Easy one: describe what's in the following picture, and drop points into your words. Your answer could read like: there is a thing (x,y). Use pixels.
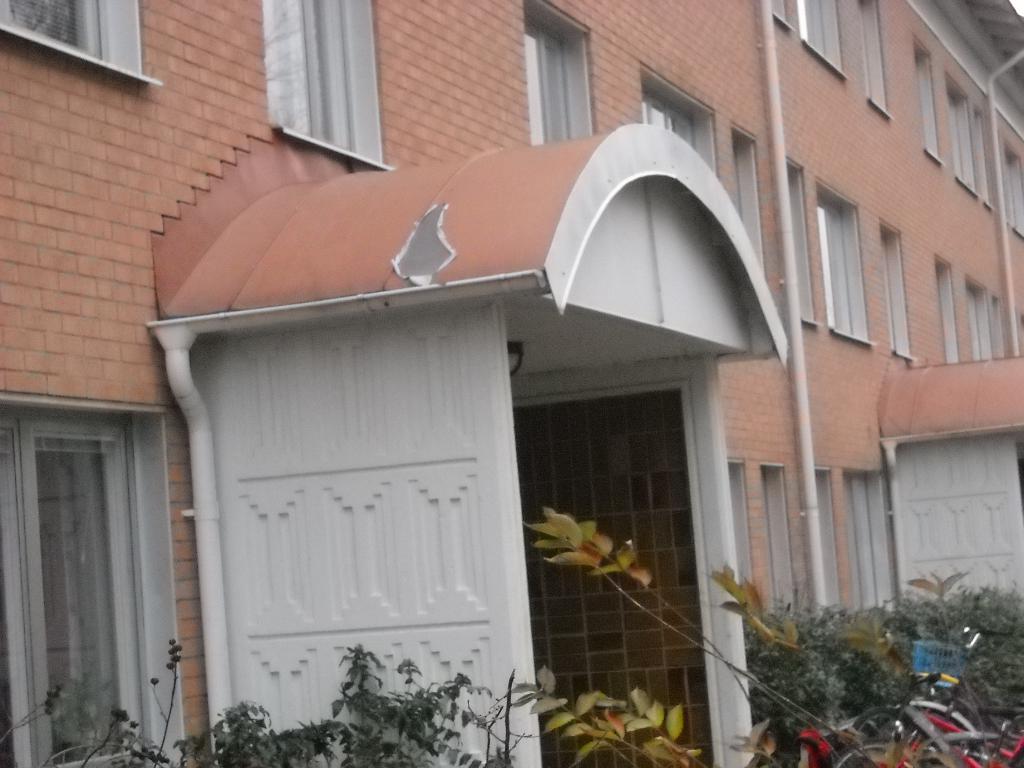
In this image we can see a building (734,230) and pipes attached to the building (897,241) and there are few plants (772,678) and bicycles (975,755) near the building (726,710).
